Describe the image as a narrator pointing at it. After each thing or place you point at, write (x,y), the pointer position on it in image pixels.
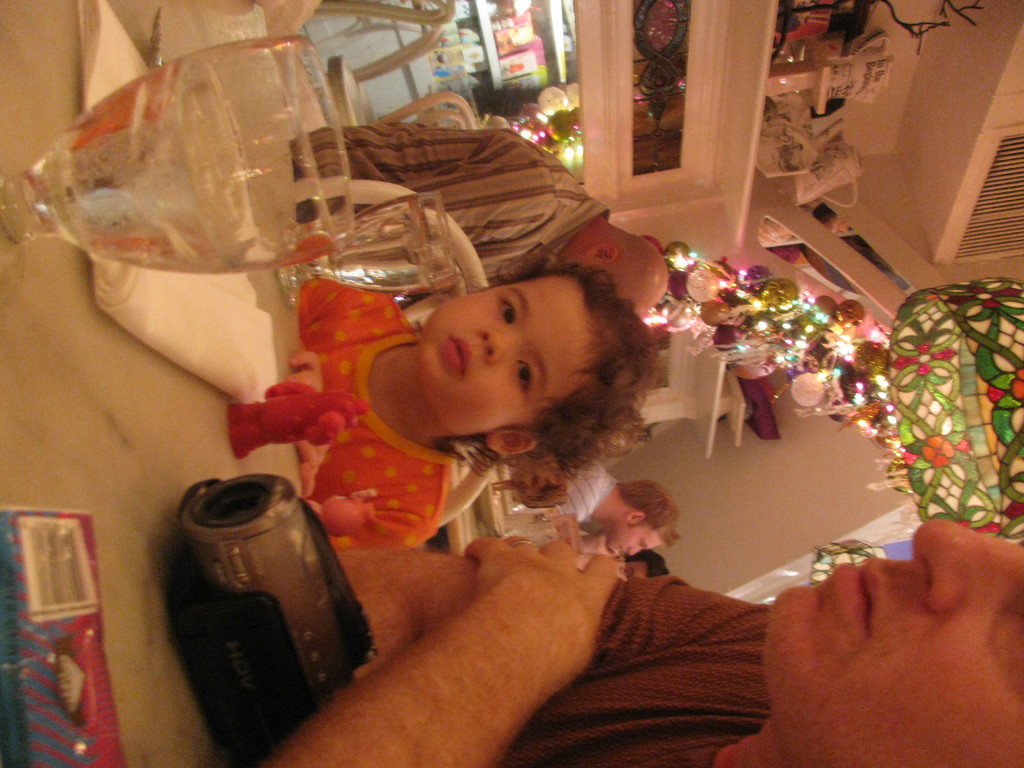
In this image we can see few people (550,401) sitting on chairs (356,101). There are tables (153,418). On the table (203,420) there is glass (146,172), tissues (123,305), camera (268,489) and some other things (292,434). There are light decorations (840,327) and few other things (790,137) in the room (884,495).
